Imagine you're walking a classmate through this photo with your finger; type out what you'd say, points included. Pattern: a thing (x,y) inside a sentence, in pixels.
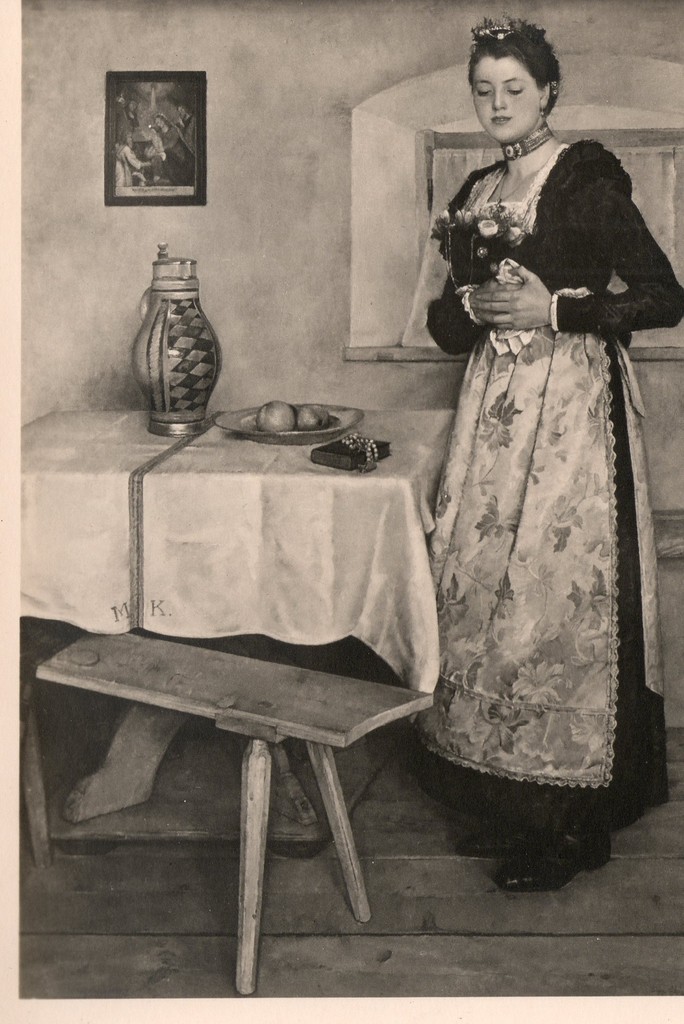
This is a black and white picture. Here we can see a woman (514,820) standing on the floor (469,931). There are tables (260,673). On the table (235,539) there is a cloth (307,638), plate (222,421), fruits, and a jug (196,326). In the background (281,312) we can see a wall (298,201) and a frame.
